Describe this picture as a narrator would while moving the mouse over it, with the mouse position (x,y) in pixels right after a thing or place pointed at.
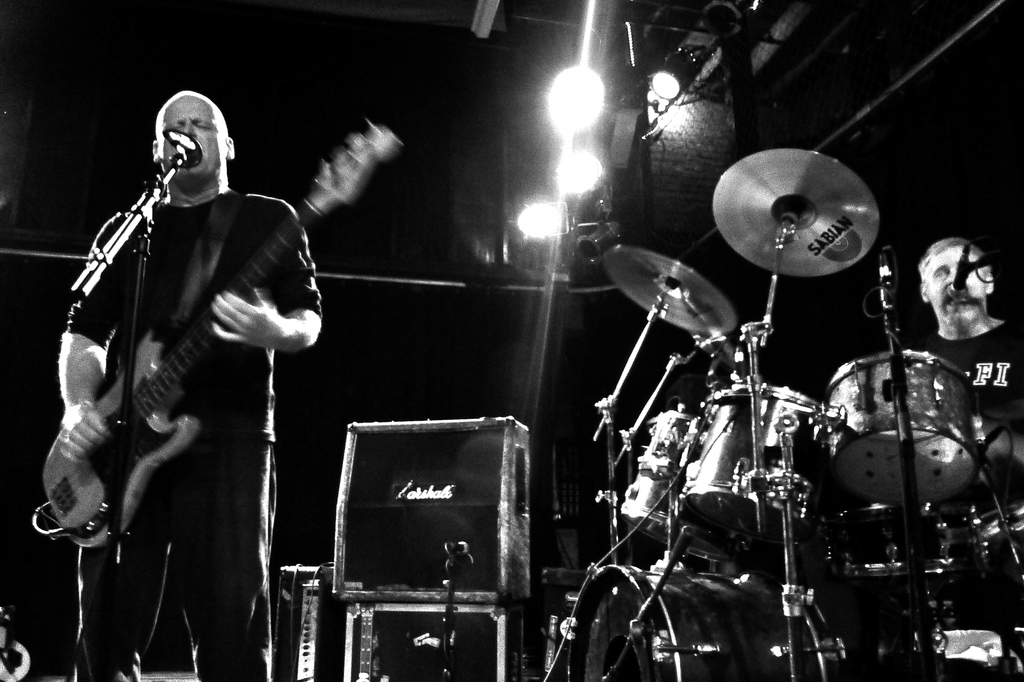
In this image there is a man (179,413) holding a guitar (92,539) in his hands (76,442) and playing it. He is singing through the mic (181,160). This man (940,347) is playing the drums (742,410). These are the show lights (522,214).
